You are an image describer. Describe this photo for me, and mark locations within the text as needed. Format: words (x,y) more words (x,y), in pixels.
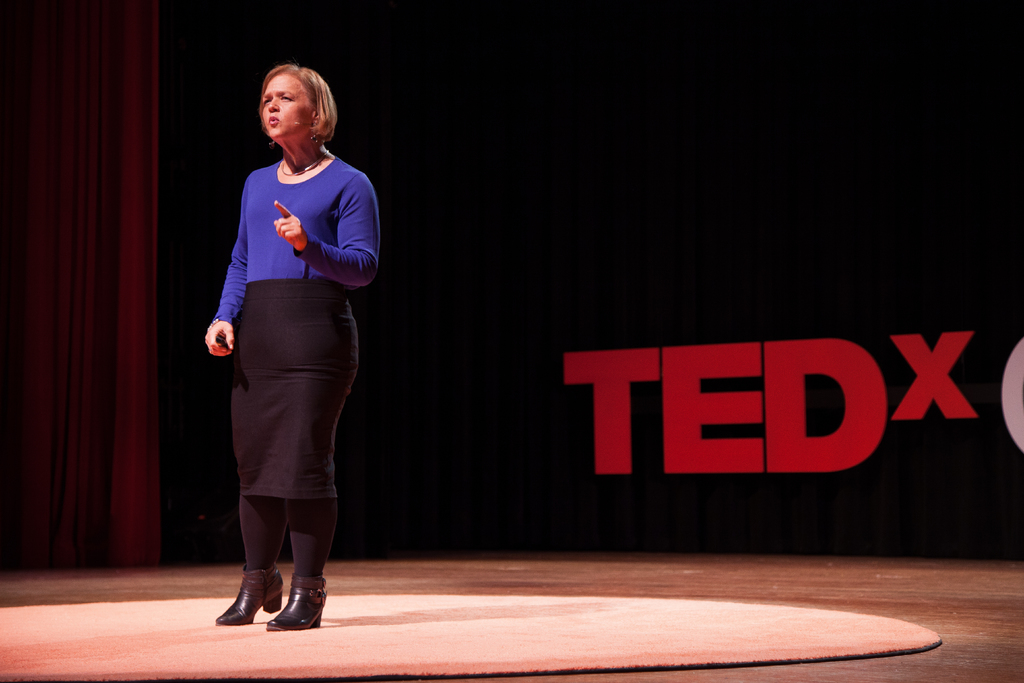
In this picture there is a woman (270,315) standing on the floor (431,582) and talking. In the background of the image (544,122) it is dark and we can see curtain (482,288) and some text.
